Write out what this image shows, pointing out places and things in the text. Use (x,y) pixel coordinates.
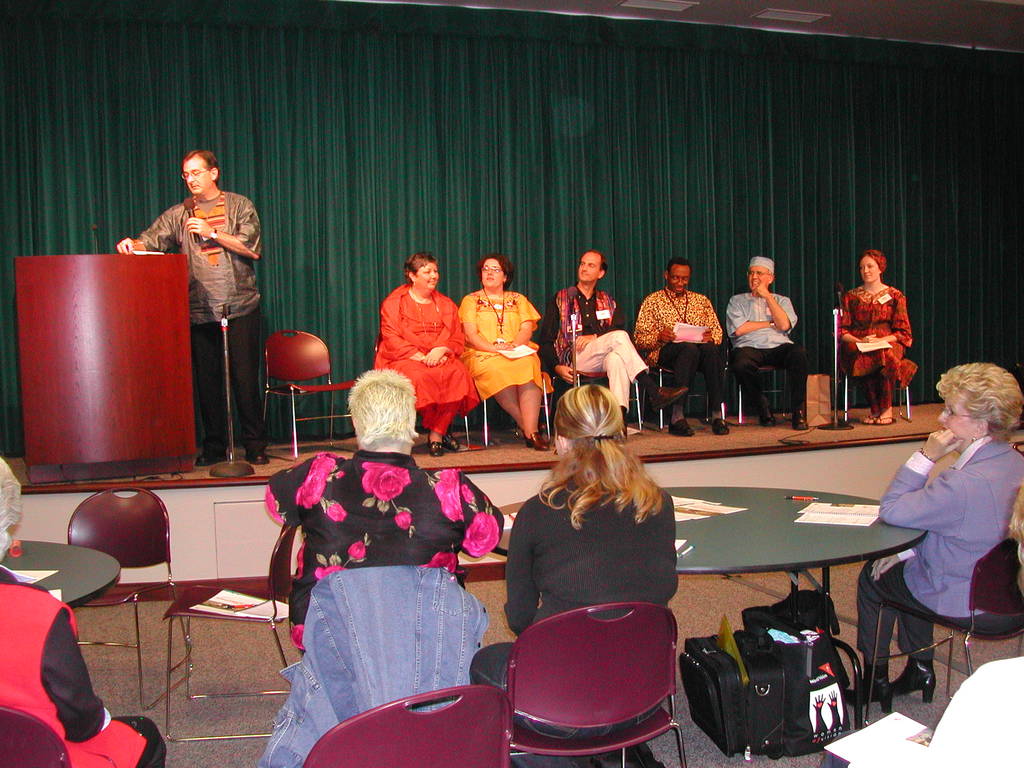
In the foreground of the picture (721,605) there are people (941,530), chairs (176,615), tables (728,547), papers (224,605), pen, bags (767,711) and other objects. In the center of the picture (537,470) there is a stage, on the stage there are women (490,302), men (226,267), chairs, podium (184,292), mic (229,346) and other objects (227,360). In the background (320,112) there is a green colored curtain (469,141).
